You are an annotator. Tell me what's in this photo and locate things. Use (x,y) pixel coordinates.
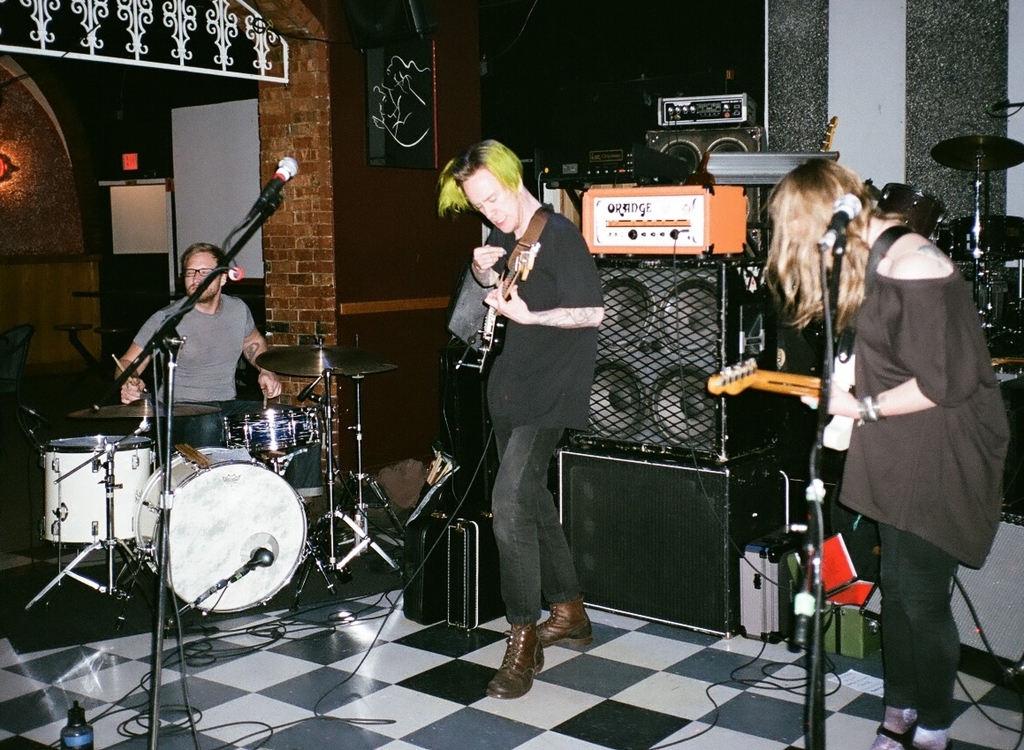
In this image I can see in the middle (540,405) a man (549,522) is standing and playing the guitar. He wore black color t-shirt (552,354), trouser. On the right side (847,184) a beautiful woman (927,395) is also playing the guitar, on the left side (274,389) a man (233,383) is sitting and playing the musical instruments (277,415). In the middle (671,389) there are speakers (647,376).
